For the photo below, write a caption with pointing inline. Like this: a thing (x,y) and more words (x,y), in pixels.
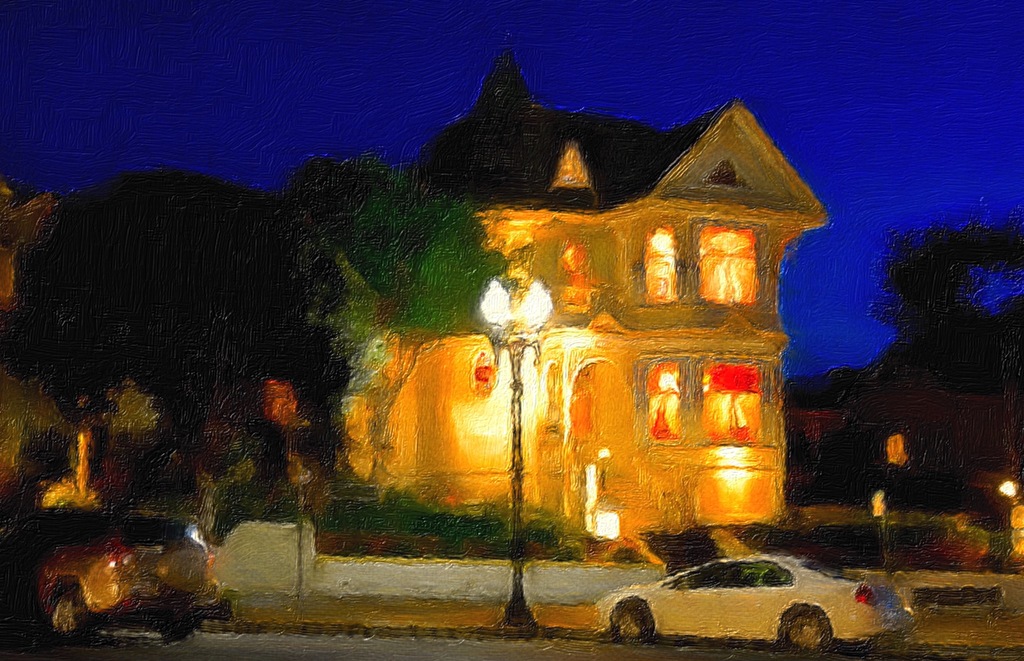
In this picture we can see the painting (260,569) of two vehicles (179,587) and a pole (518,435) with lights (510,318) on the path (498,606). Behind the pole (518,335) there are trees (1010,404), building (613,329) and a sky (732,97).
